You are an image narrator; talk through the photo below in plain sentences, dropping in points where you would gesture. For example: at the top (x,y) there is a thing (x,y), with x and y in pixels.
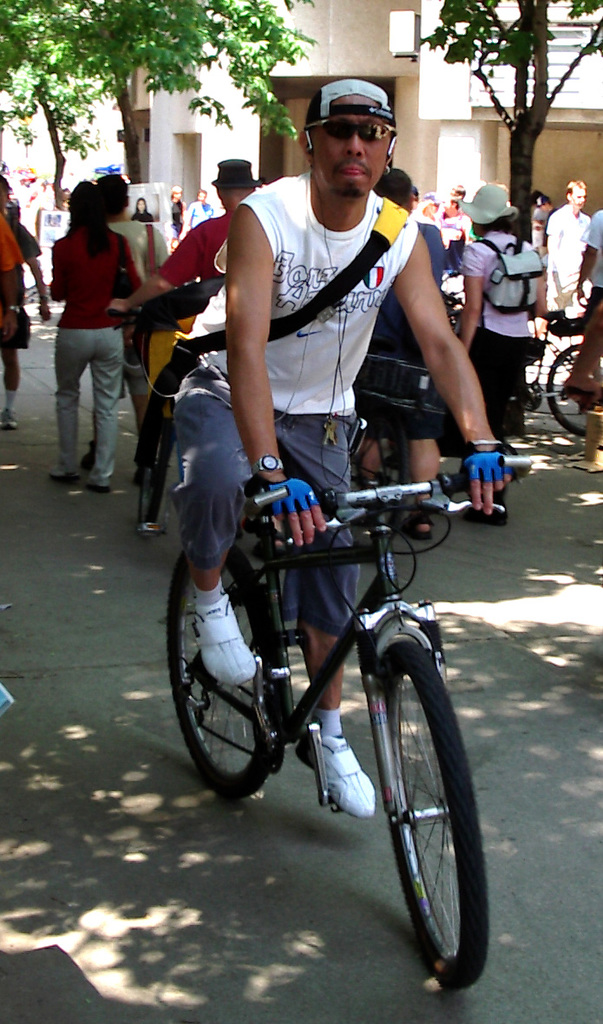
This man (286,386) wore goggles (363,131), cap (363,83), bag (351,265) and sitting on a bicycle (261,732). Most of the persons (138,278) are standing and walking. This woman (473,314) wore bag (515,276) and hat (495,211). In-front of this building (354,30) there are trees (111,56).
